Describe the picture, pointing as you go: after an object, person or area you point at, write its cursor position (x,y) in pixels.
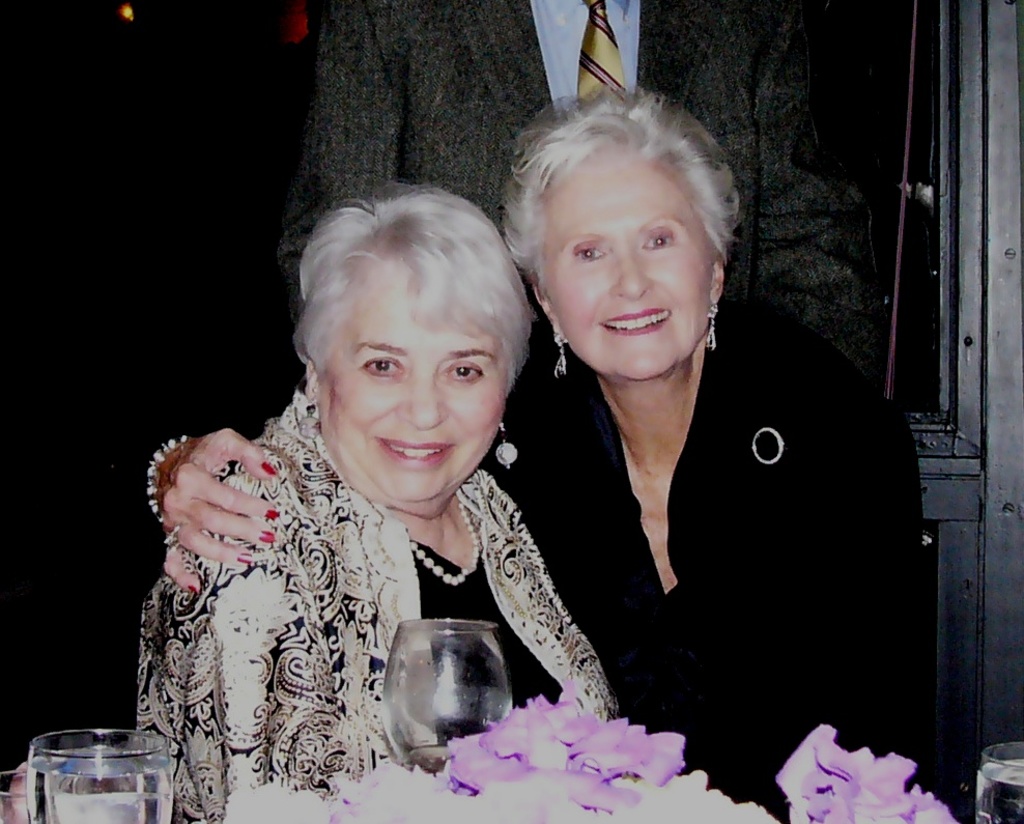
In the picture we can see two women (690,549) sitting in the chair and holding each other and smiling and near to them, we can see a table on it, we can see three glasses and flowers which are violet in color and some are white in color and in the background (862,371) we can see a man (862,262) standing and wearing a blazer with tie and shirt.
